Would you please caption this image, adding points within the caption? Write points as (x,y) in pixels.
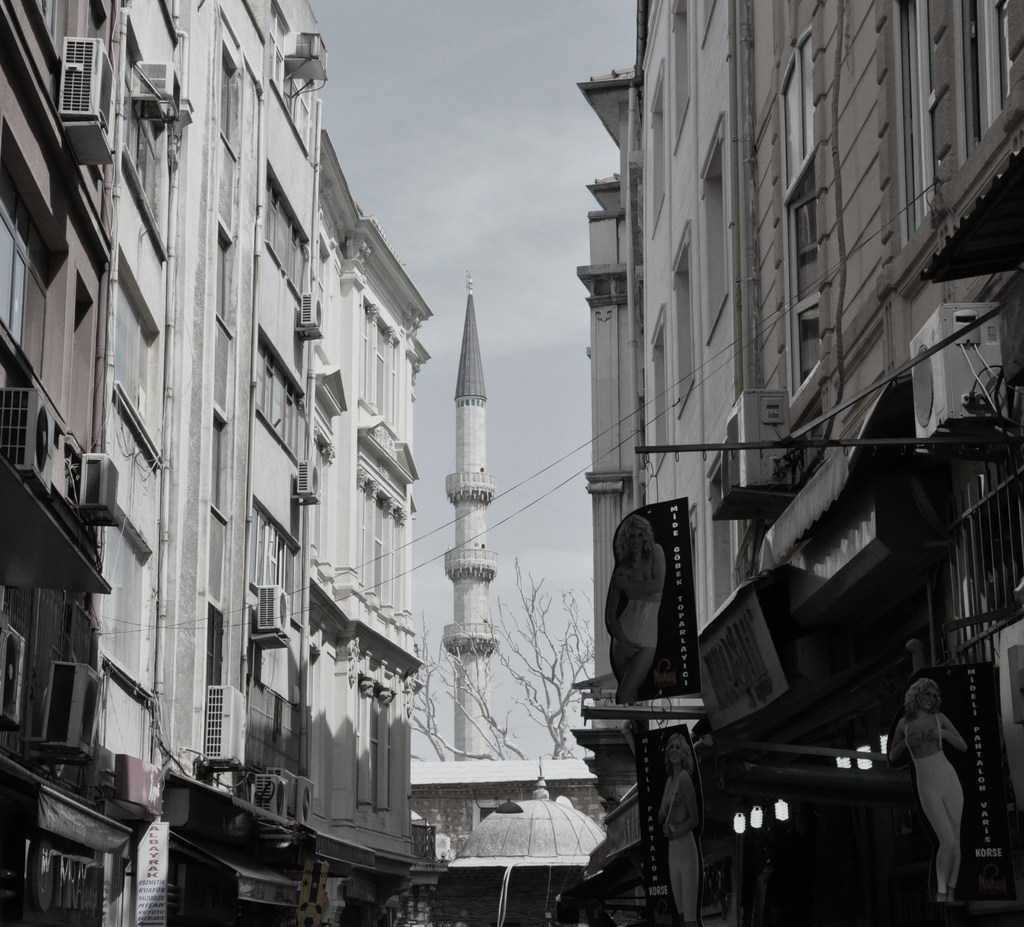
In this image there is the sky (512,153) towards the top of the image (489,152), there is a tower (458,496), there is a tree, there is a building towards the right of the image (848,237), there is a building (176,421) towards the left of the image (205,541), there are objects (266,602) on the buildings (216,523), there are boards (679,518), there is a woman (637,679) on the boards (646,546), there is text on the boards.
